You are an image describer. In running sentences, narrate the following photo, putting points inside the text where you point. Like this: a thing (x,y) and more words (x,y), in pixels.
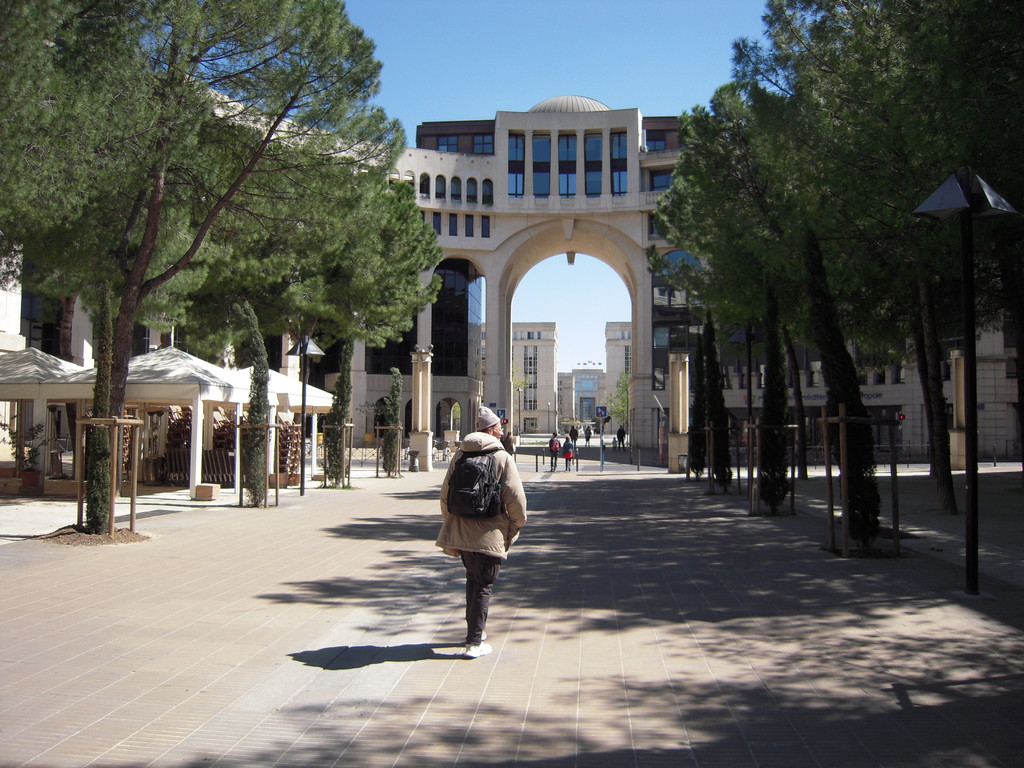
In this picture we can see some people (497,480) are walking on the walkway (385,564). On the left side of the people (455,517) there are trees (117,404) and an architecture (127,379). In front of the people (469,447) there are buildings (549,342) and the sky (556,281).
